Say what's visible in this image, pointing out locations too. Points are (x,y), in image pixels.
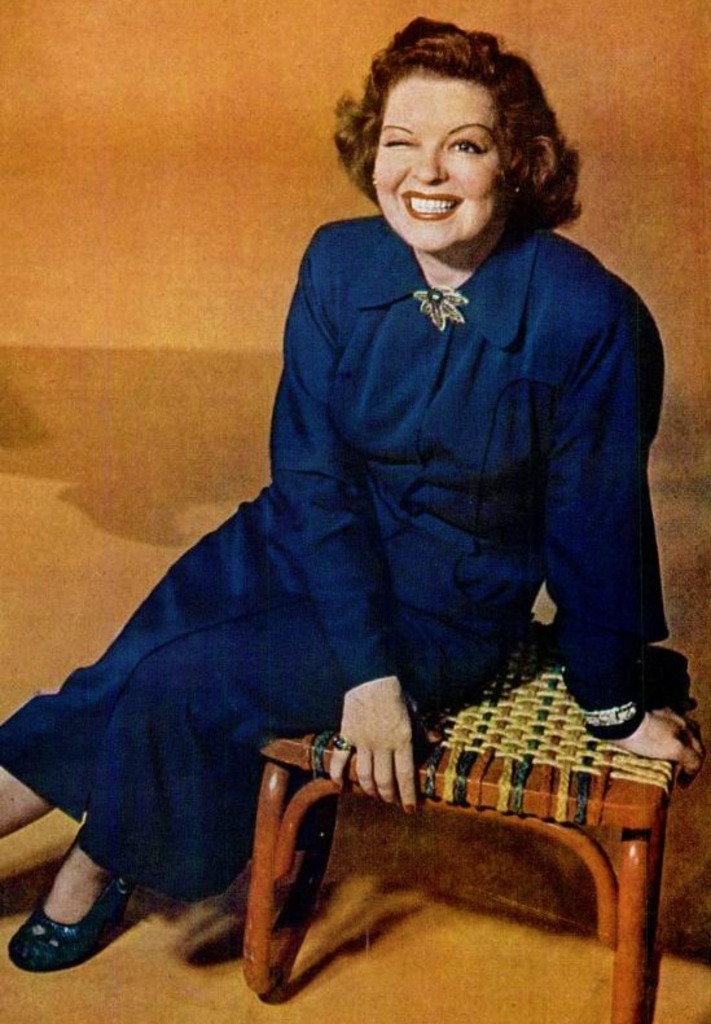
In this image we can see a woman (495,343) wearing blue dress (384,514) is sitting on a stool (509,798) placed on the floor (457,962).
